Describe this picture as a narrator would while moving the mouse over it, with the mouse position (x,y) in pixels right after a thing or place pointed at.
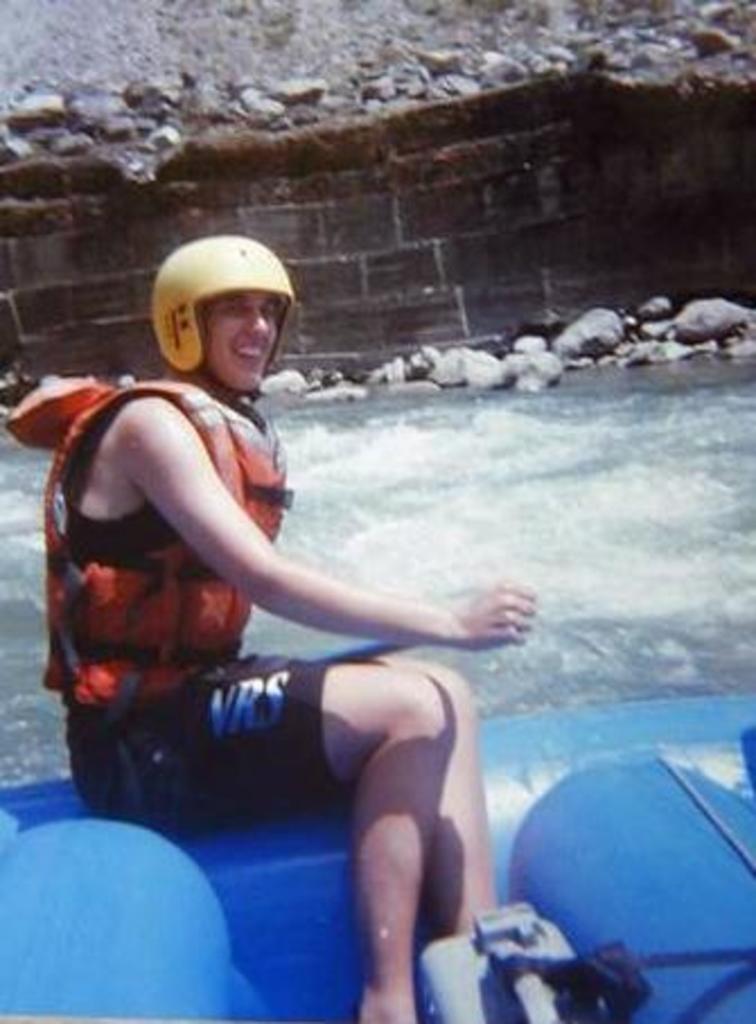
This image is taken outdoors. In the background (291,171) there is a wall (330,177) and there is a ground (214,50) and there are a few stones (223,86) on the ground (499,15). At the bottom of the image (318,917) there is a boat (517,885) and a person (160,618) is sitting in the boat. She has worn a safety jacket (177,593) and a helmet (207,265). In the middle of the image (459,514) there is a river (601,608) with water (486,487).
